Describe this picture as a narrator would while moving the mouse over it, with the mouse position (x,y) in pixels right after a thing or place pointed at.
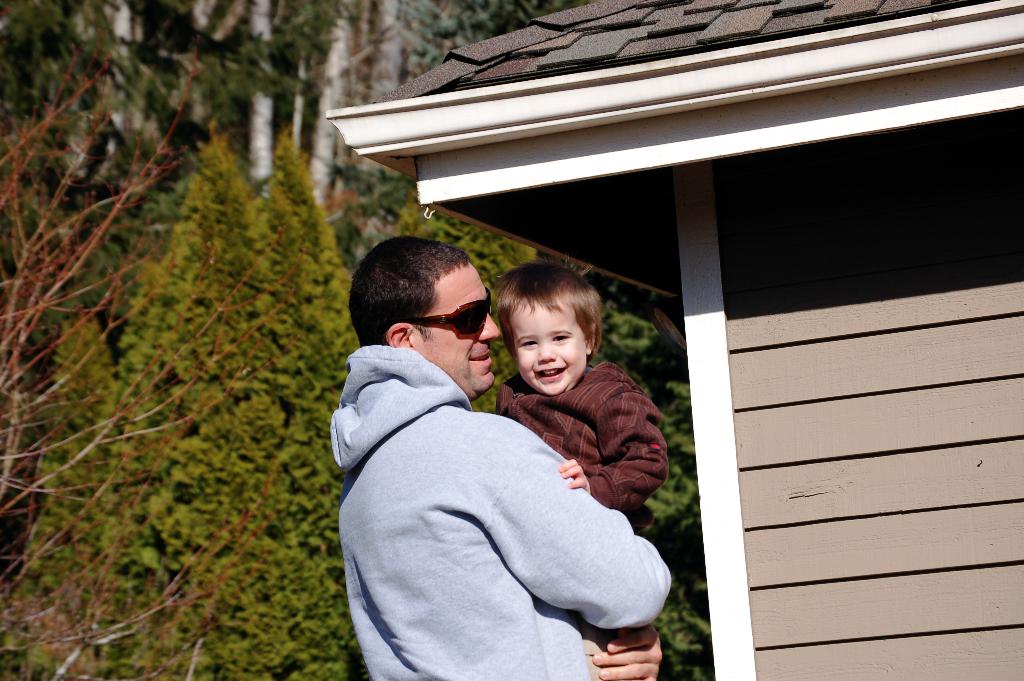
In this picture we can see a man (355,524) wearing a jacket (406,502), goggles (483,313) and carrying a child (570,451) and smiling, shed (746,304) and in the background (265,54) we can see trees (222,361).
